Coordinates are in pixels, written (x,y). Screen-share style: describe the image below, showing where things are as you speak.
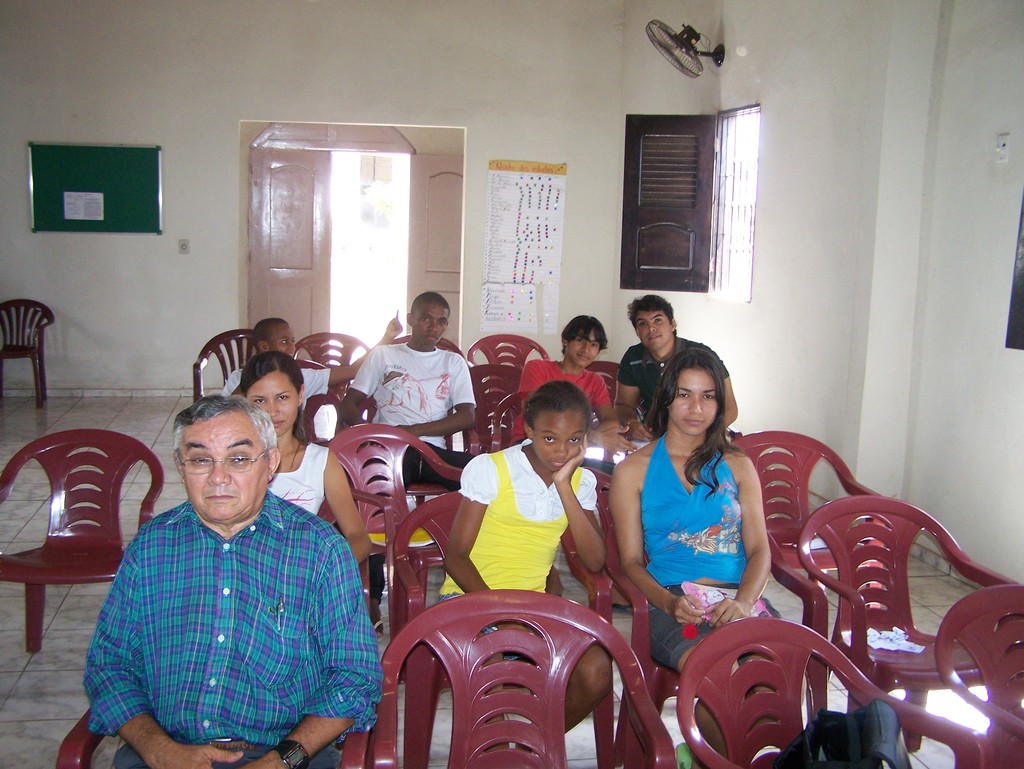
This picture describes about group of people (197,577) all are seated on the chairs (501,651) in a room (797,603) and we can find a fan (670,43) notice board (70,193) in the room (67,255).
